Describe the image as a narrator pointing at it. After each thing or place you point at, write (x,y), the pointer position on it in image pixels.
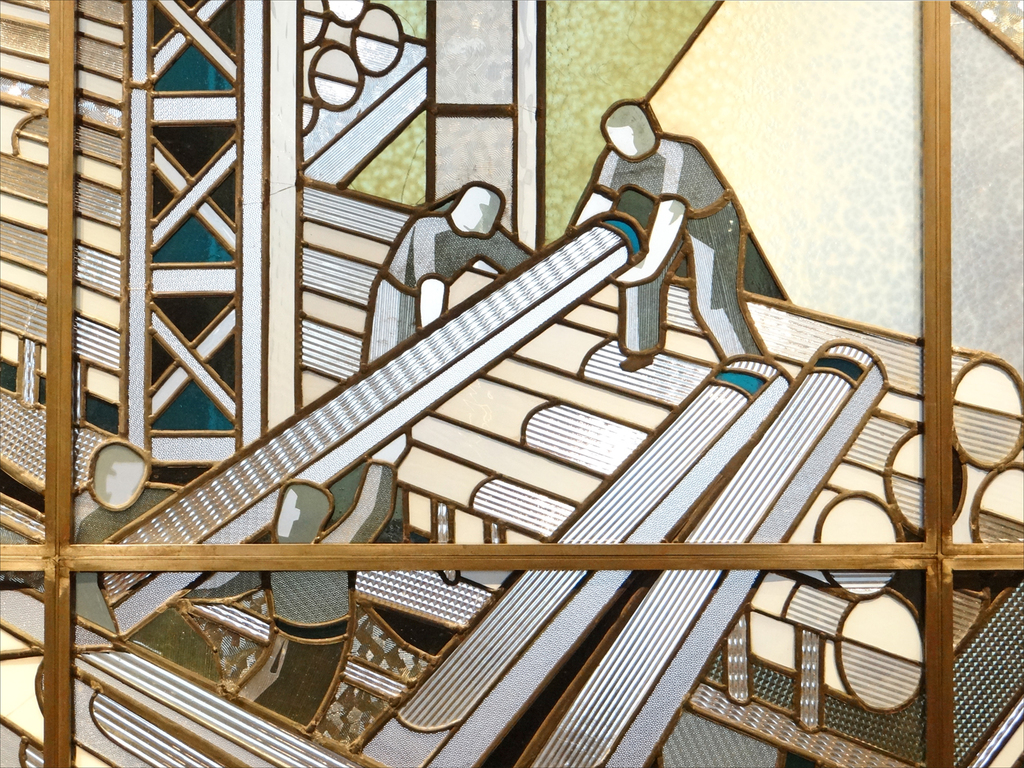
In this picture there is a stained glass design (553,646). In the front (286,496) there are four persons (392,303) holding the long rod (194,506) in the hand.
